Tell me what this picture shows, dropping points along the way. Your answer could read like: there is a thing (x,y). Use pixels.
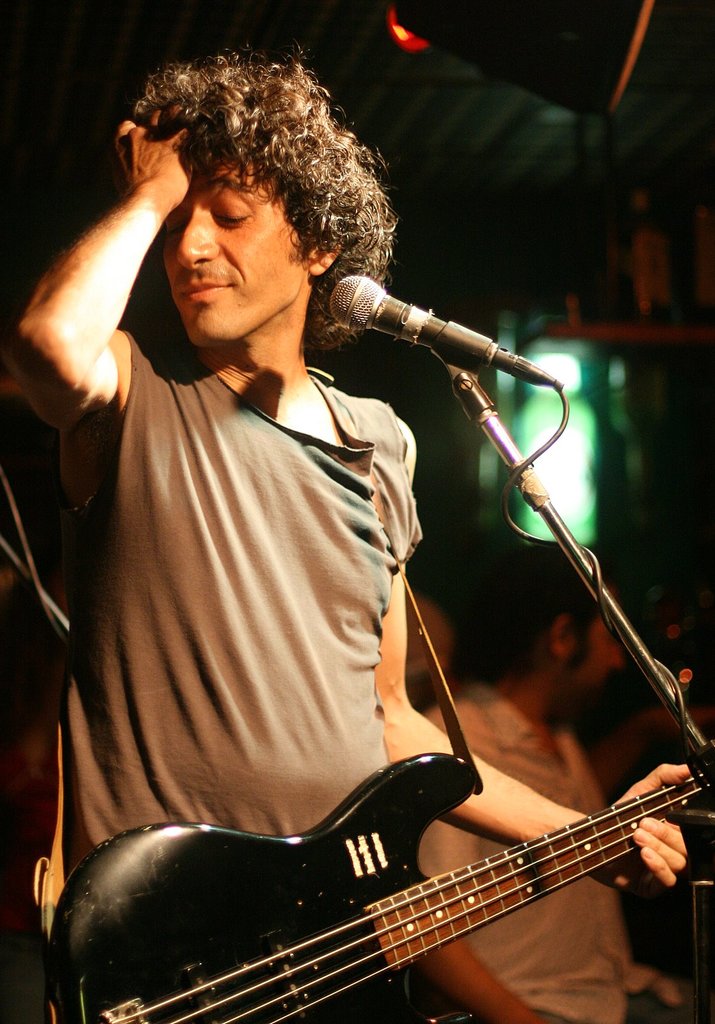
in the picture we can see a person (321,598) holding a guitar (335,917) and standing in front of a microphone (432,336) with the stand (501,438), he is keeping his hand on his hair (197,145).
